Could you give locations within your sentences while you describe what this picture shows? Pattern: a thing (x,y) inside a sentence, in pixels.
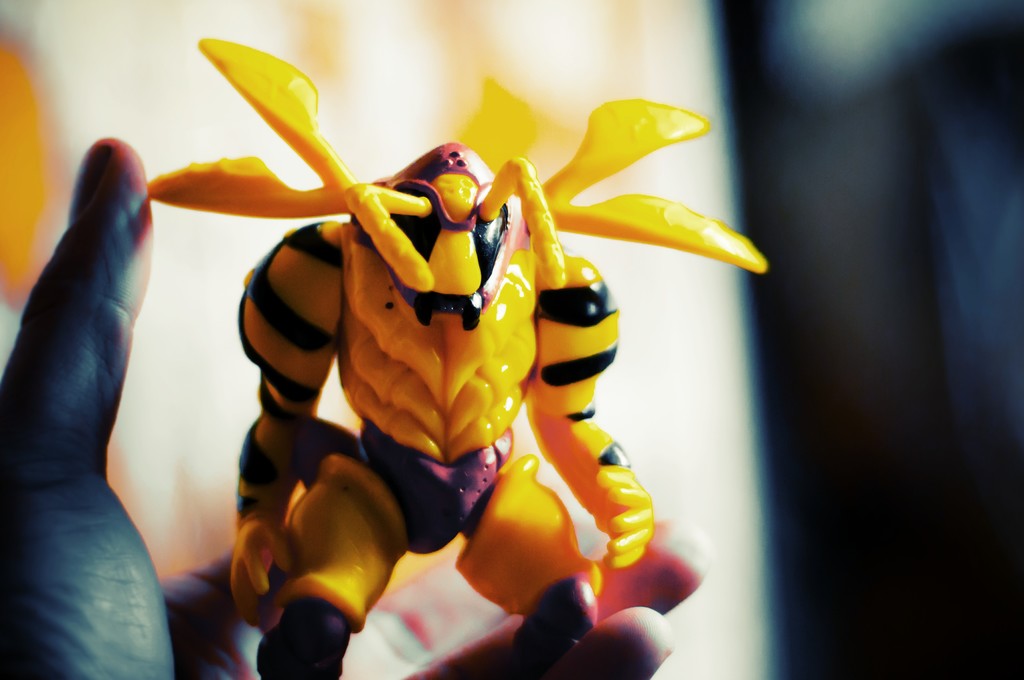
In this image I can see a person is holding a toy (483,409) in hand (468,655). In the background (1001,276) I can see lights (367,78), white color and dark color. This image is taken, may be in a room (837,345).
